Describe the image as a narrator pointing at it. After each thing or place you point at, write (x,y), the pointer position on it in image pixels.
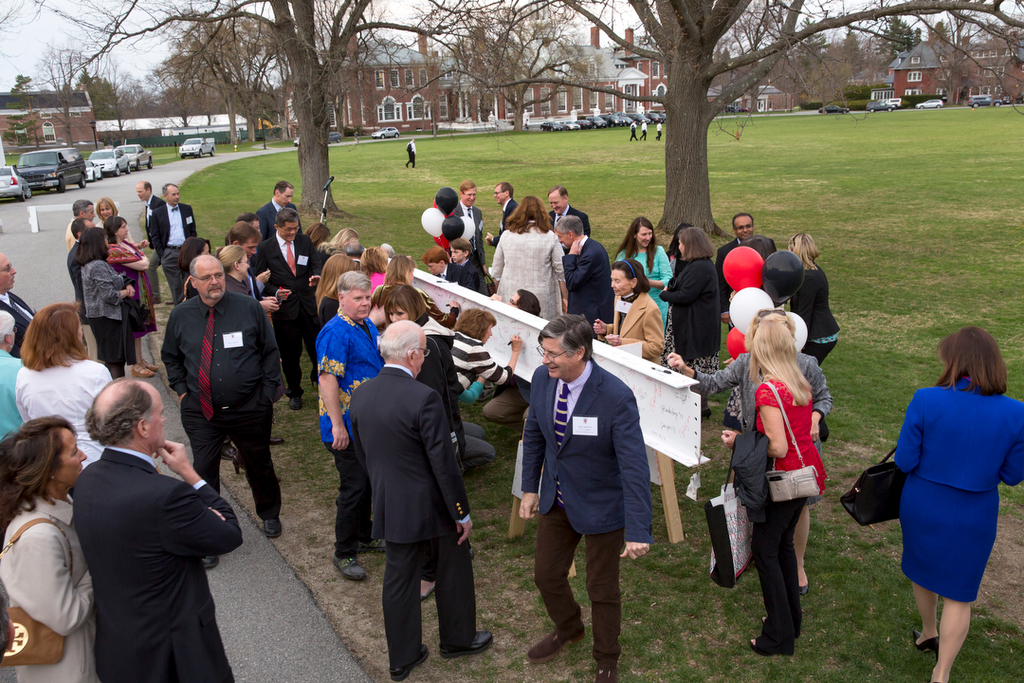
This image is taken outdoors. At the bottom of the image (265,596) there is a road (272,596) and there is a ground (699,633) with grass (800,196) on it. In the background (916,71) there are a few houses (592,76) and buildings (902,65). There are many trees (166,92) and plants (925,97) on the ground (923,117). Many cars (195,148) are parked on the road (241,608). A few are walking on the ground (620,161). At the top of the image (63,21) there is the sky (375,11). In the middle of the image (412,319) many people (131,336) are standing on the ground (998,287) and a few (489,324) are writing on the board (641,388) with marker pens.
